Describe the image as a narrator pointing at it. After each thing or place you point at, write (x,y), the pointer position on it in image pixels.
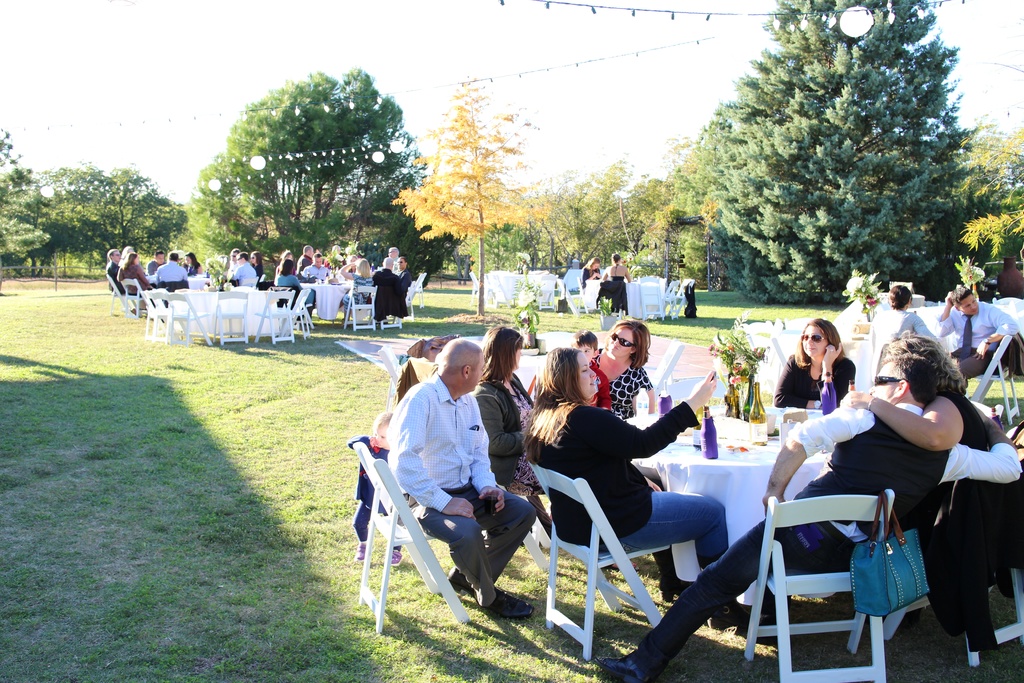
There are few people (527,447) sitting on the chairs (846,508) and I can find people (111,263) here sitting on the chairs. This is a table (726,474) covered with white cloth (749,463). I can see bottles (753,420), flower vase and few things (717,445) placed on the table (752,452). This is a handbag (857,576) hanging to the chair (845,587). These are the trees (431,185). I can see lights (862,9) hanging. This is the grass (133,479).
